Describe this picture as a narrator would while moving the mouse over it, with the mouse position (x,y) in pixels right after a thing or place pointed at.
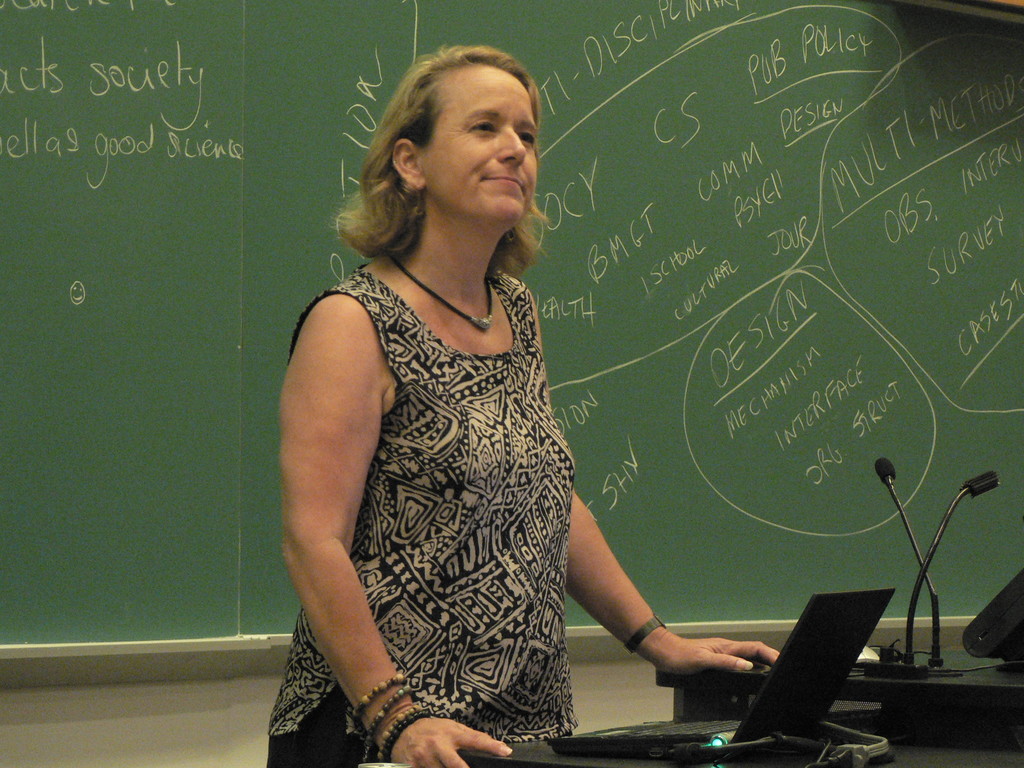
In this picture we can see a woman (333,548) standing in front of a teaching board (206,304) and looking at someone.
